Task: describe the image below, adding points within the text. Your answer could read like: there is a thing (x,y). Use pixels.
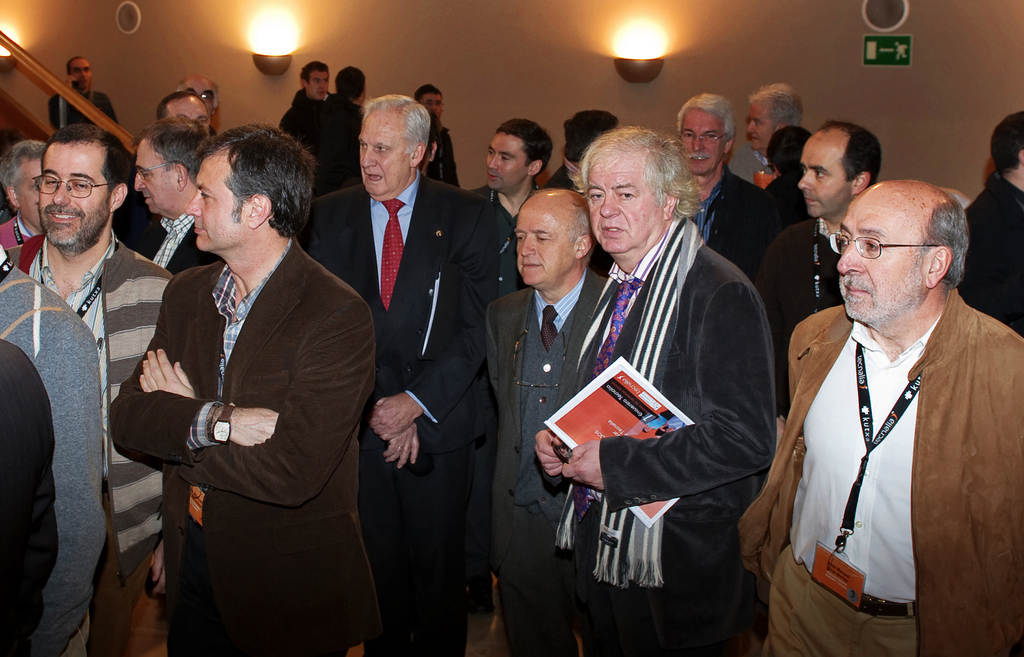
In the picture we can see a few men (965,448) are standing in a blazer (977,314), and one man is holding a book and in the background (671,61) we can see the wall (504,100) with two lights (270,67).
